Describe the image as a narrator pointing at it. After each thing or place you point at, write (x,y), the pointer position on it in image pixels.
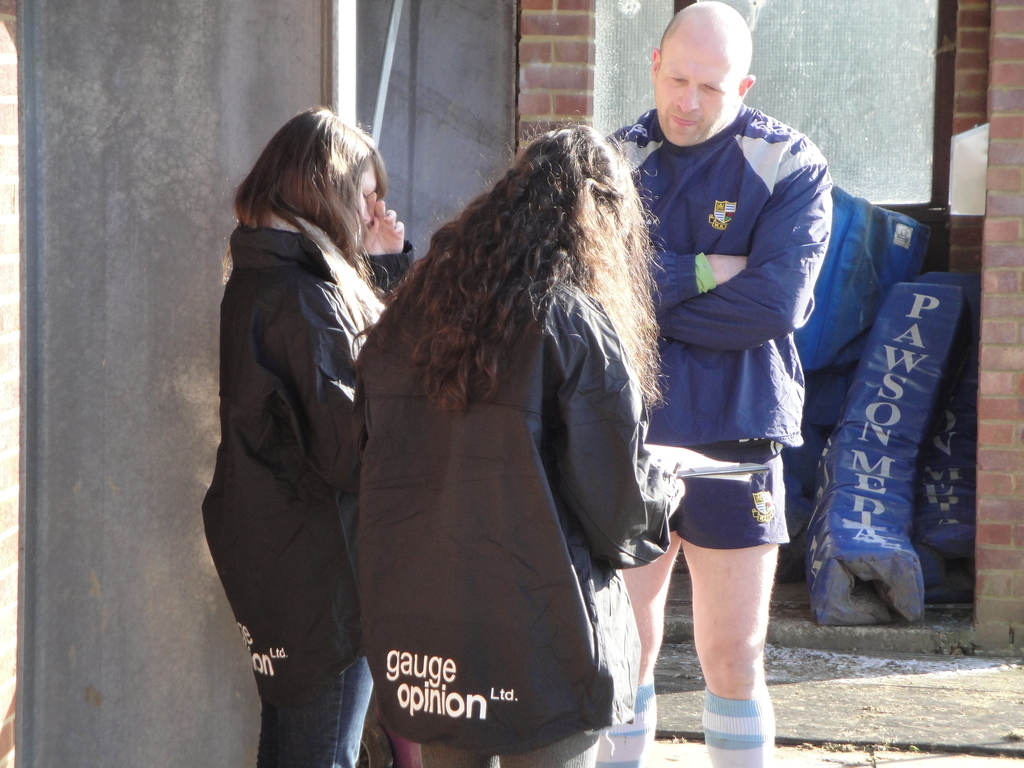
In this picture we can see a few people (331,376) are talking in front of the wall (992,328), there are wearing jackets (541,656).
